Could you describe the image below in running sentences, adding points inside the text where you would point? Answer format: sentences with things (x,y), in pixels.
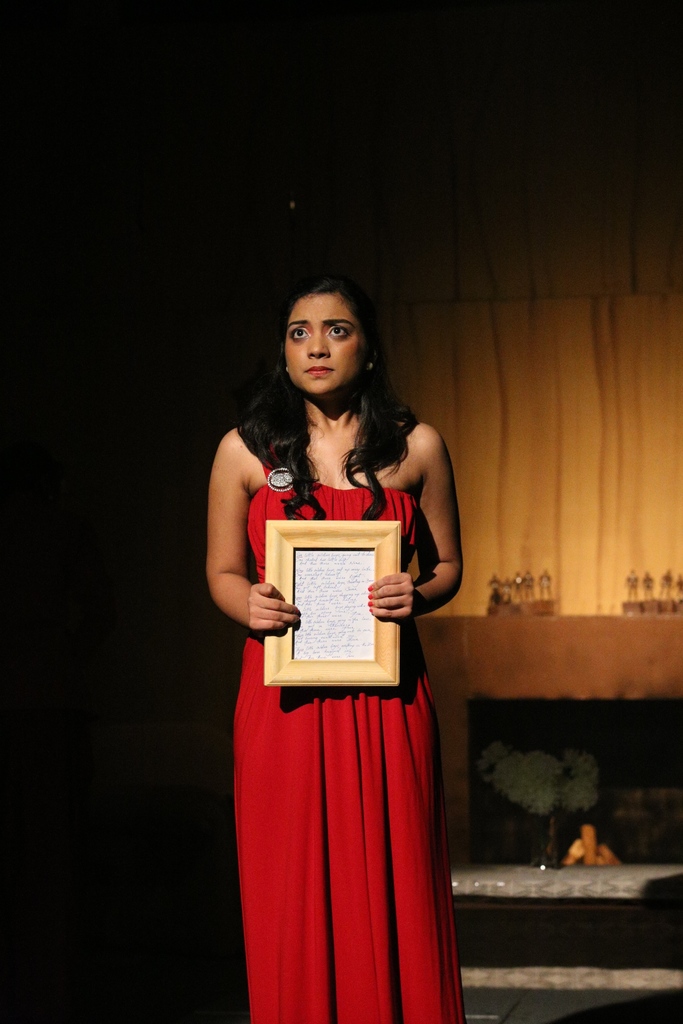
In this image there is a woman (283,415) standing, she is holding an object (299,596), there is a table (557,910) towards the right of the image (607,885), there are objects (540,795) on the table (586,871), there is an object (616,655) that looks like a shelf (484,680), there are objects (572,792) on the shelf (559,633), there is a wall (569,571) towards the right of the image (567,449), the background of the image (36,257) is dark.
